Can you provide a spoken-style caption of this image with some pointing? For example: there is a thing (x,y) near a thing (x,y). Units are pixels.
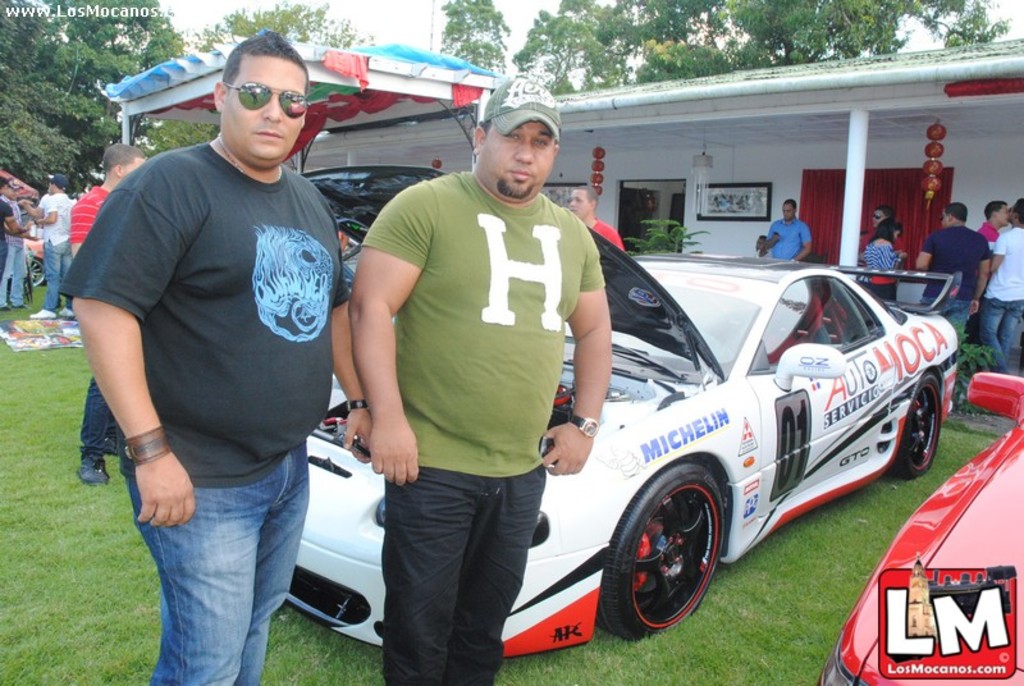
In the picture I can see people (371,316) are standing on the ground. In the background (666,295) I can see vehicles (658,437), a house (675,208), the grass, trees (91,66), the sky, a pole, plants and some other objects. On the top left side of the image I can see a watermark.
